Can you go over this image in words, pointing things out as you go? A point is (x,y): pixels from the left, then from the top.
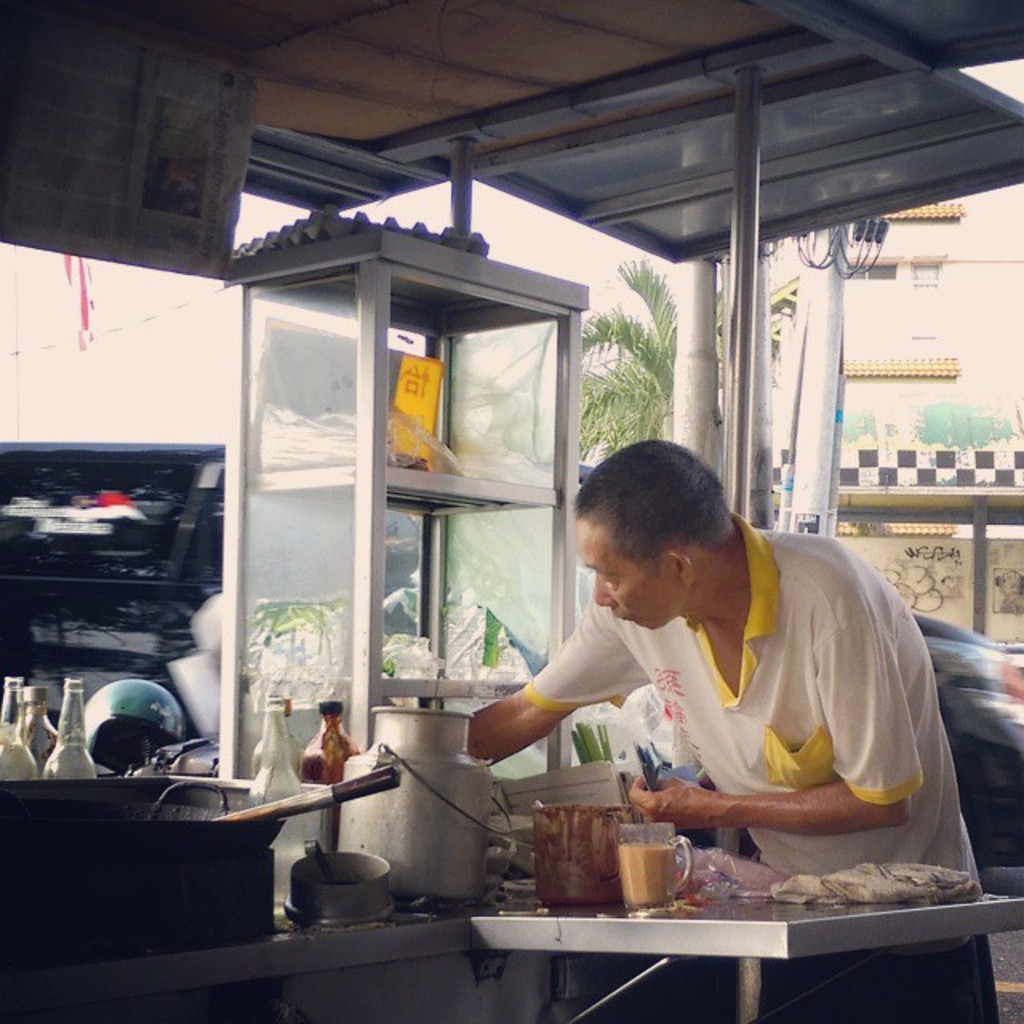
I can see the man (737,759) standing. This is the steel table (372,924) with utensils (248,829), bottles (277,771), can (452,785), glass jar (665,886) and few other things (695,885) on it. This is the rack (379,650) with few objects (421,437) on it. I think this is the newspaper (47,131) hanging to the rooftop (240,21). I can see a helmet (91,725) here. This is the car (138,598) which is black in color. At the background (685,313) I can see tree (667,319), building (908,327), and pole (829,240).
